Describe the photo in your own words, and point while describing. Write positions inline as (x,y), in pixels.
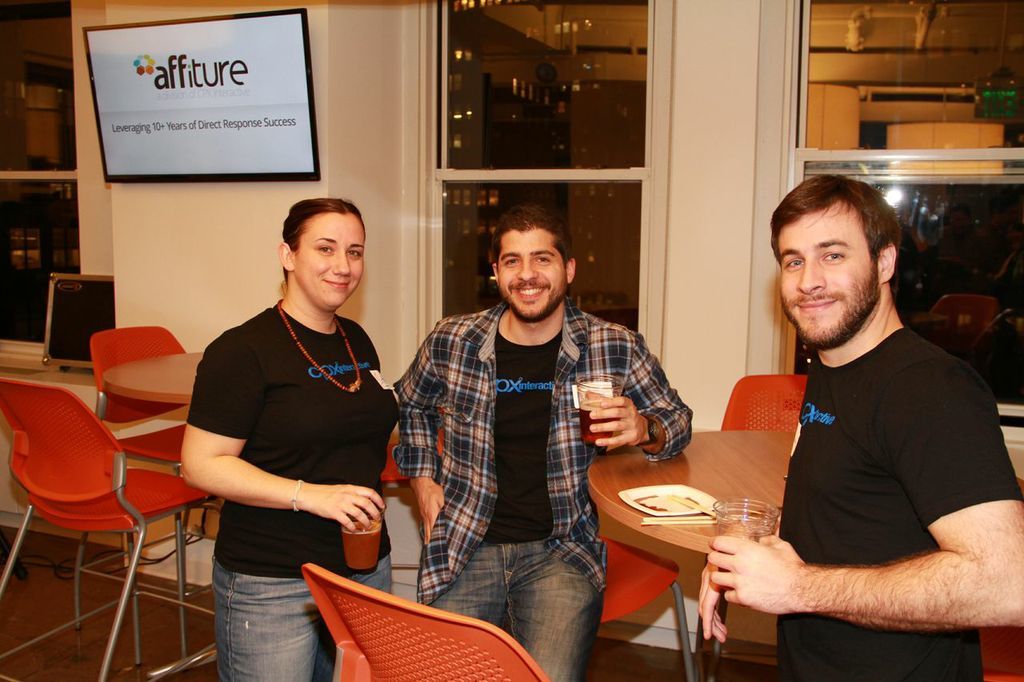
IN this picture we can see three people (433,385) holding glasses (609,415) and a table (724,482) between them and also a screen (152,111) behind them.
